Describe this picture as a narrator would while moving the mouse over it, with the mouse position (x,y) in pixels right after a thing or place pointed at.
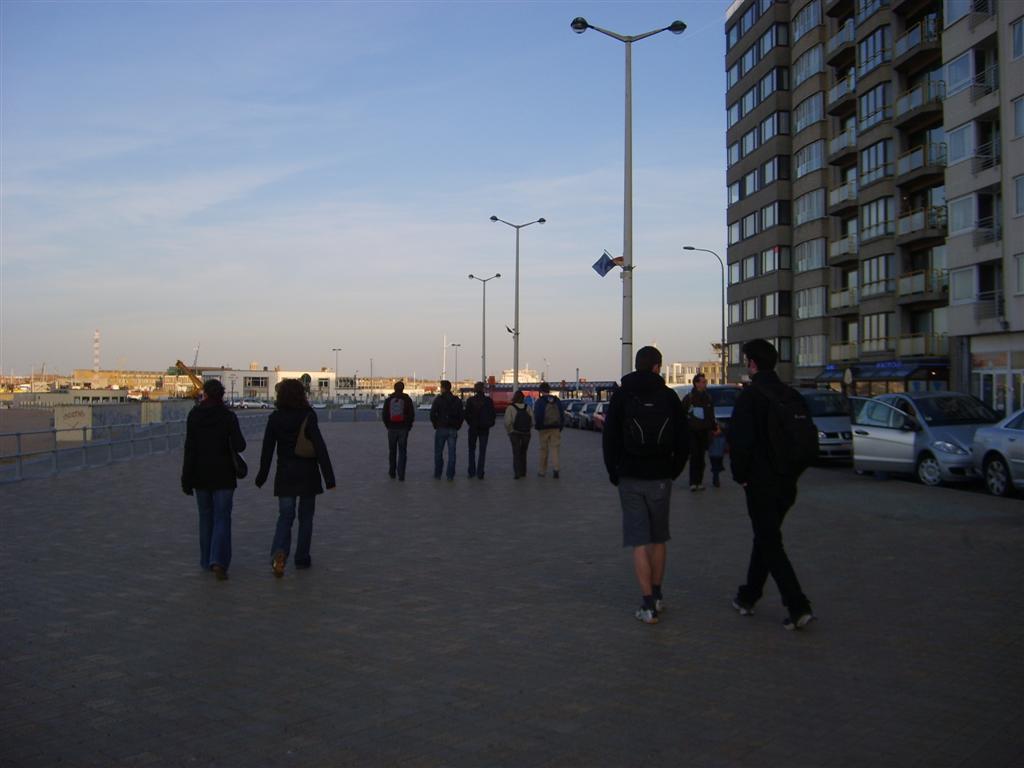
In this picture we can see many people (780,417) walking on the road (244,492), everyone mostly wearing black jackets (319,461). On the right side (824,298) we have a building (927,241) before which we have a few cars (831,458) parked. we have street lights (630,47) everywhere and the sky (165,289) is totally bright. One side of the road (408,474) is bright, sunny and the other side is totally gloomy.
